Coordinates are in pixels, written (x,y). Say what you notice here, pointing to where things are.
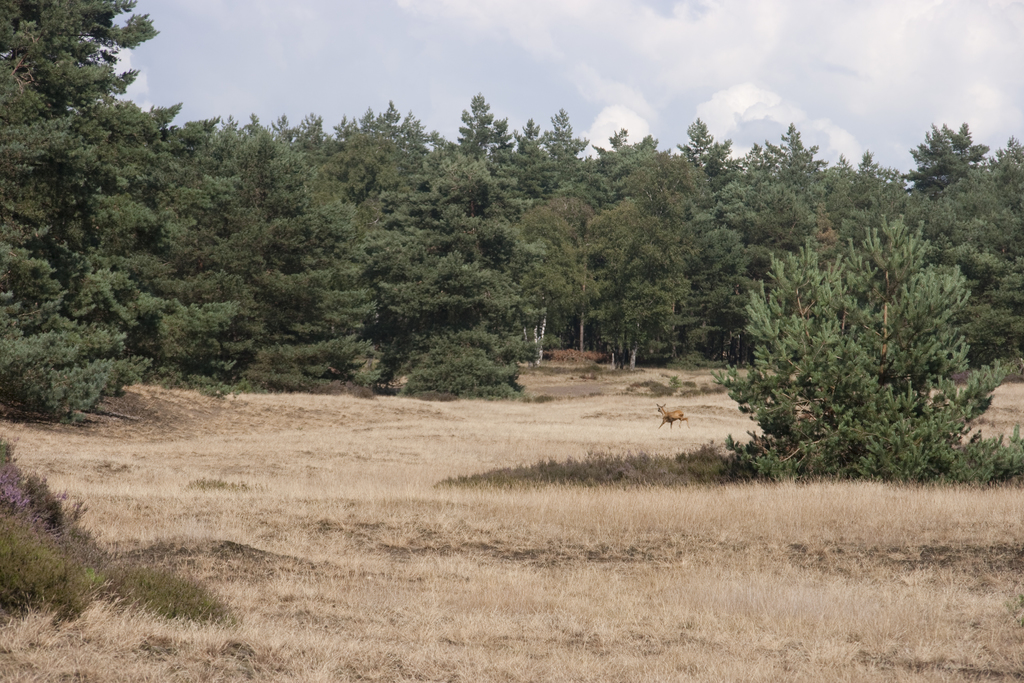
In this picture we can see an animal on the ground (646,438) and in the background (542,185) we can see trees (563,295), sky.
